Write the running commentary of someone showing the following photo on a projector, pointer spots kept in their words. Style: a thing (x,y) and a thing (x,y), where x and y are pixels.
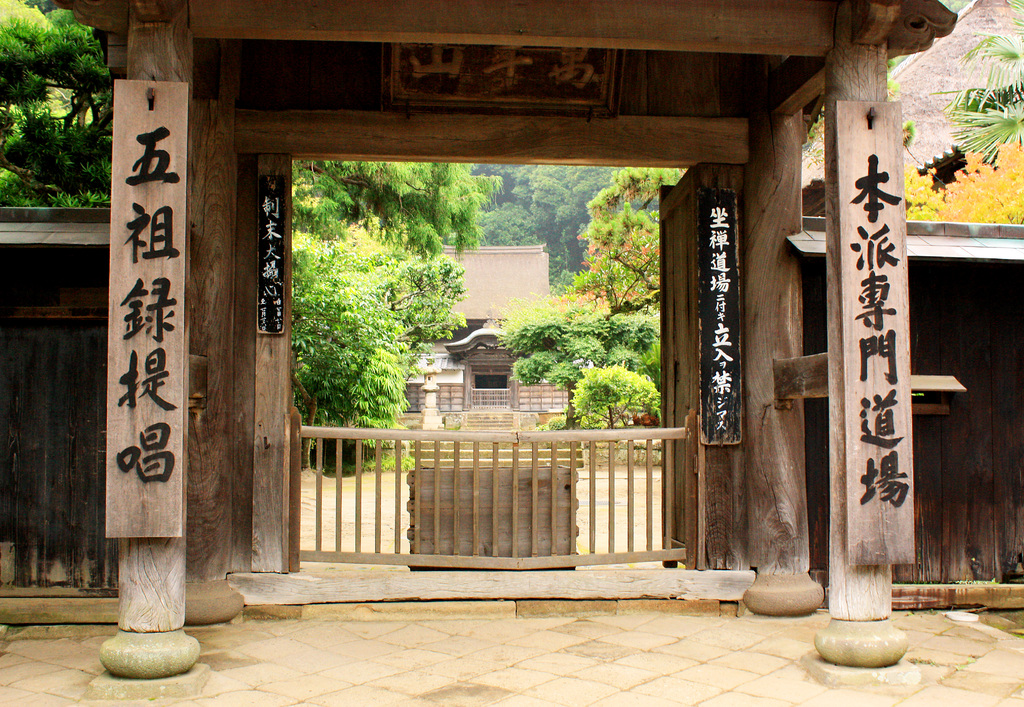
This is an entrance (287,197). In this there are wooden pillars (701,426). On the pillars (829,345) something is written. Also there is fencing (612,487). On the sides there are wooden walls (104,361). In the background (325,188) there are trees (510,233) and a building (466,277).
